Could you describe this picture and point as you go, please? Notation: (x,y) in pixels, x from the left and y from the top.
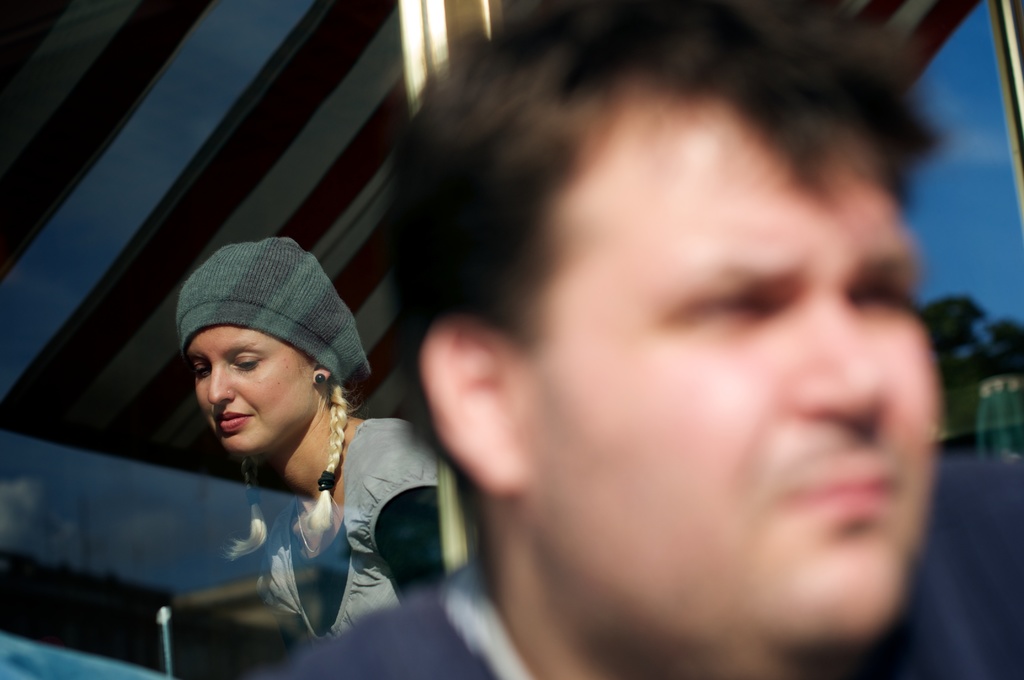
In this image there is a man (615,425) on the right side (709,398). There is a woman (267,373) wearing a cap (304,329) on the left side (317,497). There are trees (971,327). There are clouds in the sky (1009,285).
